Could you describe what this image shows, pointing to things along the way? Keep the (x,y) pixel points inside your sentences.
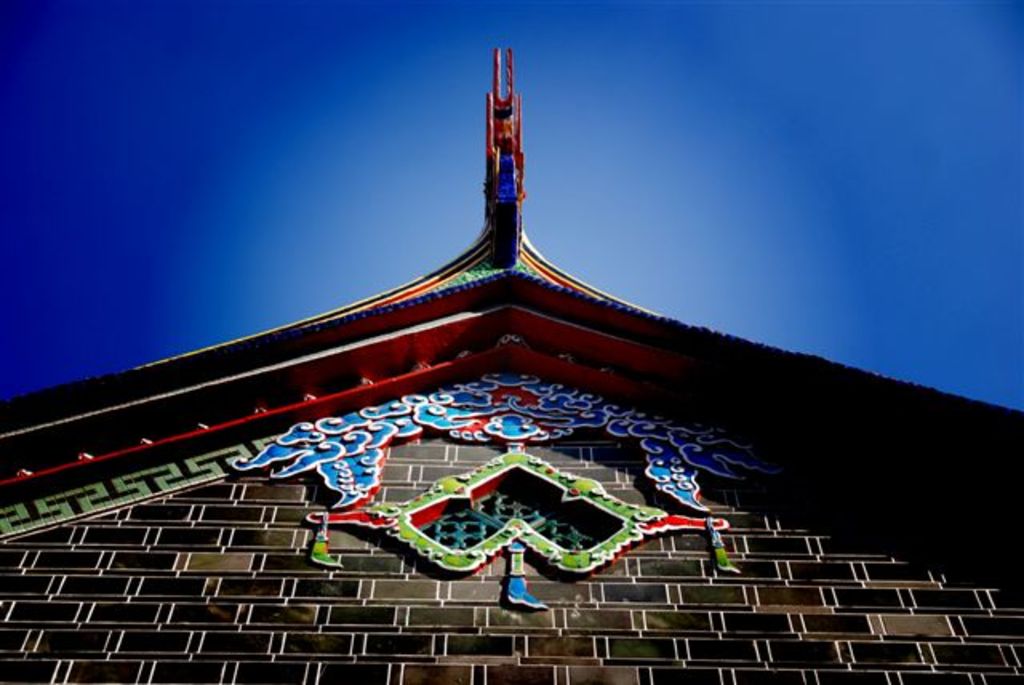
In this image we can see wall (434,583) and there is roof (74,469) which is in multi color and there is some decoration (561,482) on the wall (777,548) and top of the image (361,166) there is clear sky (361,166).
